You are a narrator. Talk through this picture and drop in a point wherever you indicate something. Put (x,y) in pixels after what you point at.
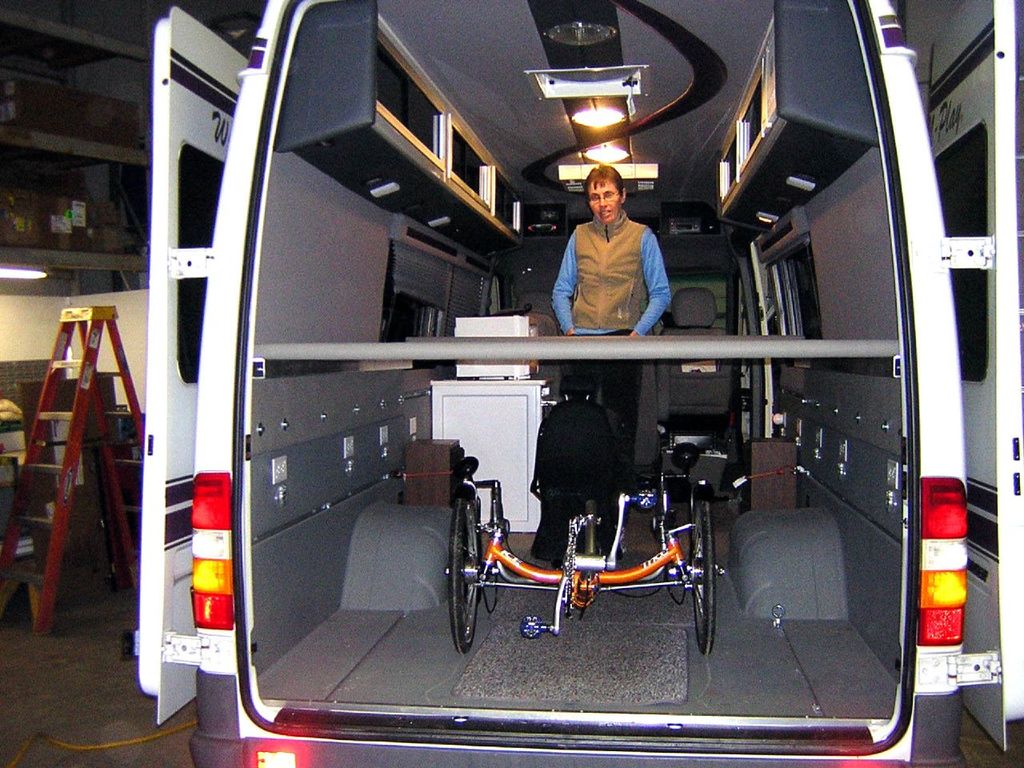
In the foreground of this image (540,661), there is a van (819,390) with open doors (175,540). Inside it, there is a person (646,253) standing and we can also see few more objects (569,429) inside it and the lights (614,156) at the top (594,125). On the left (81,368), there is a ladder (62,540) on the floor (70,671), lights (8,274) and few more objects (80,201).
